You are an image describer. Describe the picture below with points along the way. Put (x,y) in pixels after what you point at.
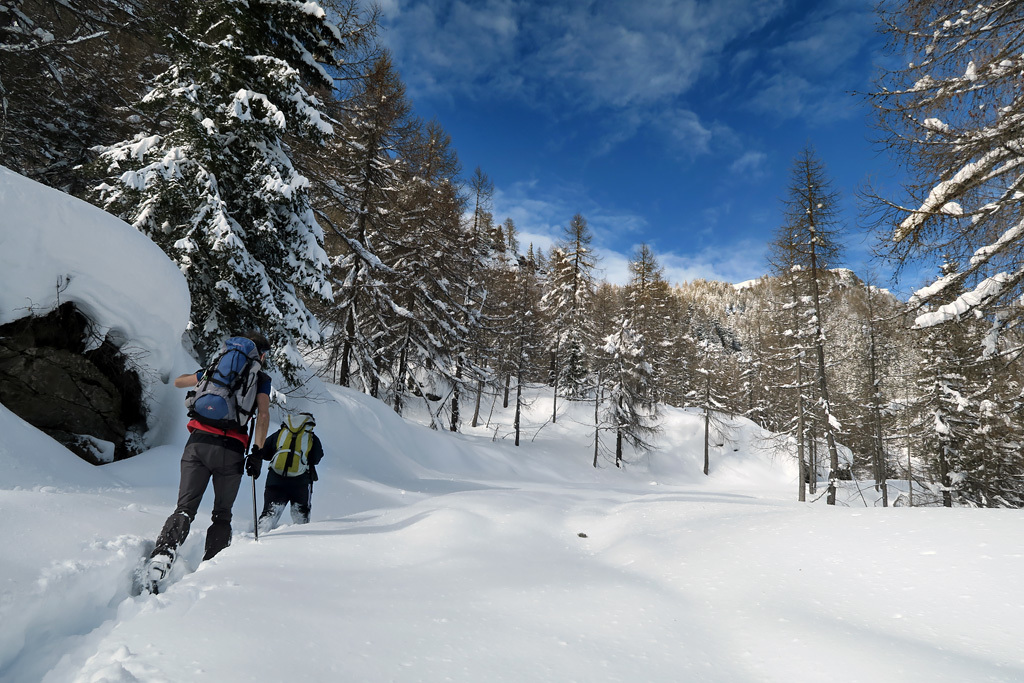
In this image I can see two persons (256,458) are wearing bags (235,417) and walking on the snow (276,540) by holding sticks (252,489) in their hands (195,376). On the left side (56,352), I can see a rock (74,415). In the background (577,337) there are some trees (227,131). On the top of the image (622,64) I can see the sky (620,161).
